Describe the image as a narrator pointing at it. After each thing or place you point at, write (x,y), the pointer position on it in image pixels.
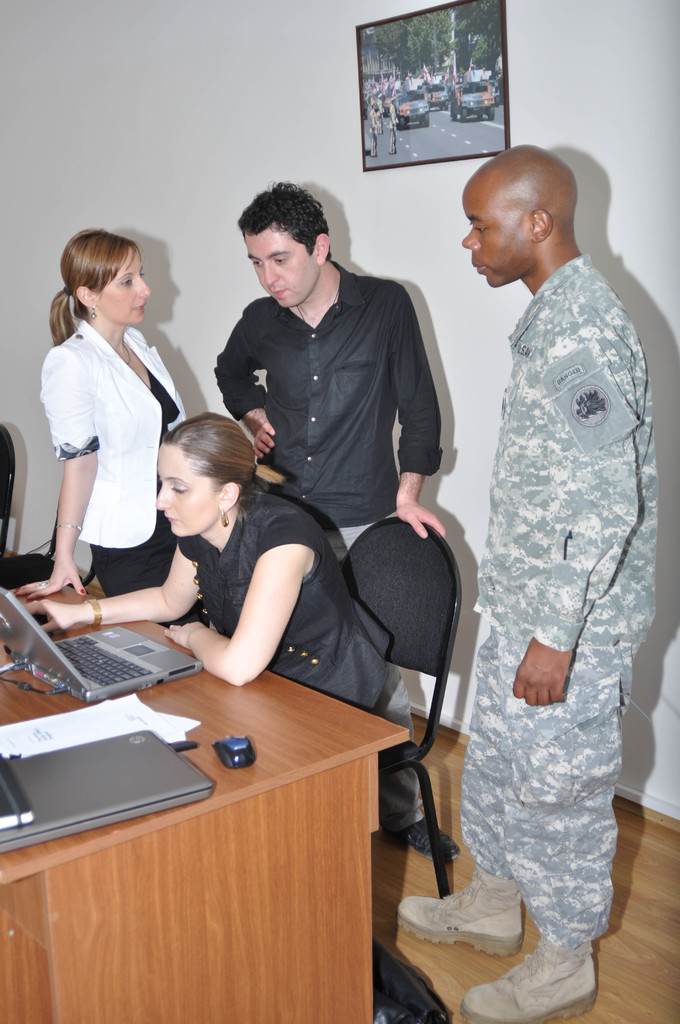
A woman (275,542) is sitting on the chair (389,645) in front of her there is a table (225,774), on which laptop (85,669), mouse (230,764) and papers (77,735) are there. Behind her there are 3 people (232,357) standing, a wall (388,170) and a frame (431,93) on the wall (424,171).
